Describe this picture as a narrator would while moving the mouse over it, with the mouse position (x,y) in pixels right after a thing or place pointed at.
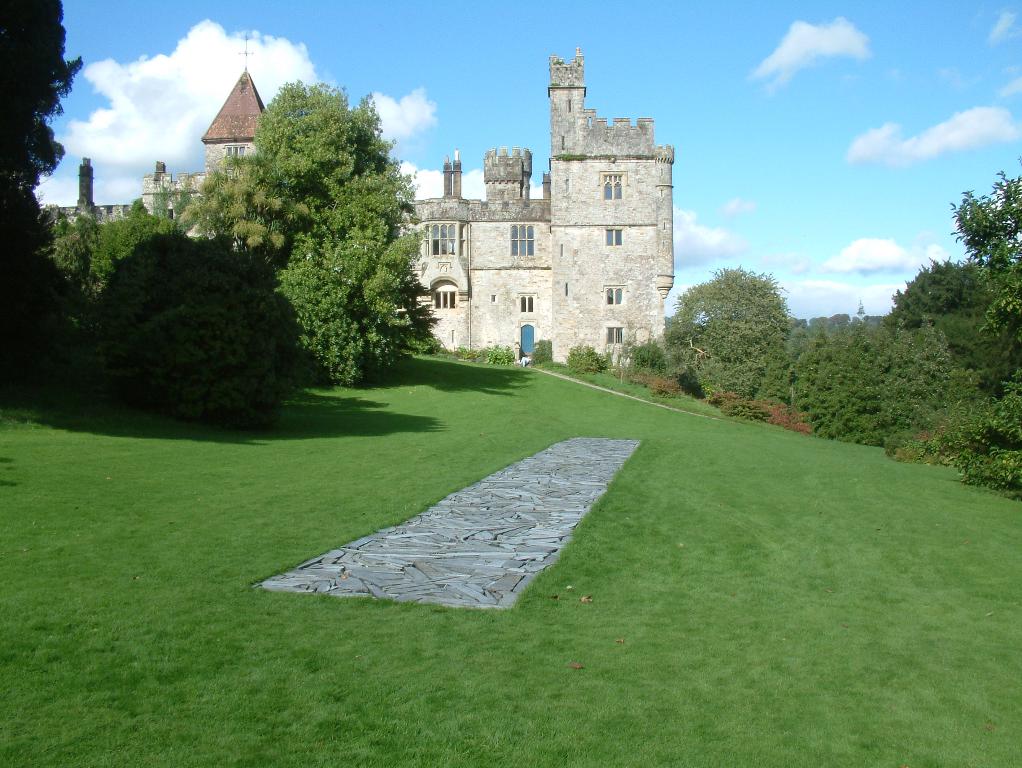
In this picture I can see there is a fort (419,227) and there are trees (24,70), grass (497,467) on the floor (296,564) and there are plants (159,327). The sky (210,93) has clouds (168,104).
